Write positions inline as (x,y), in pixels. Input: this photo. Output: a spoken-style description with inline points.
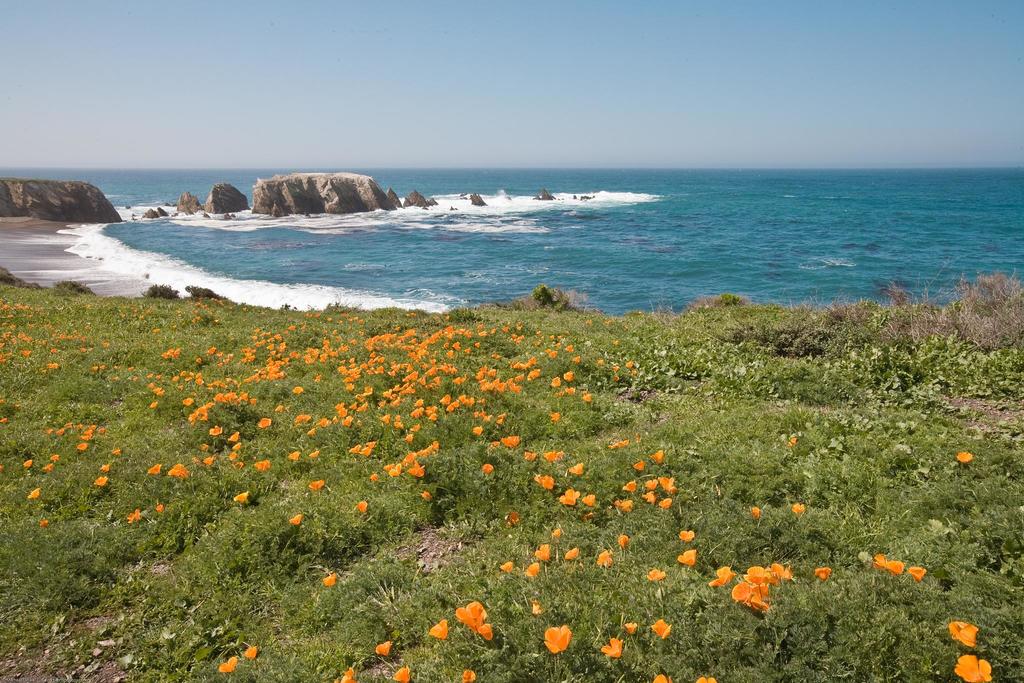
At the bottom of the picture (730,536), we see plants (478,499) which have flowers (689,555) and these flowers (462,621) are in orange color. On the left side (337,210), we see the rocks (424,201). In the background (530,200), we see water (655,276) and this water (662,210) might be in the sea (603,228).
